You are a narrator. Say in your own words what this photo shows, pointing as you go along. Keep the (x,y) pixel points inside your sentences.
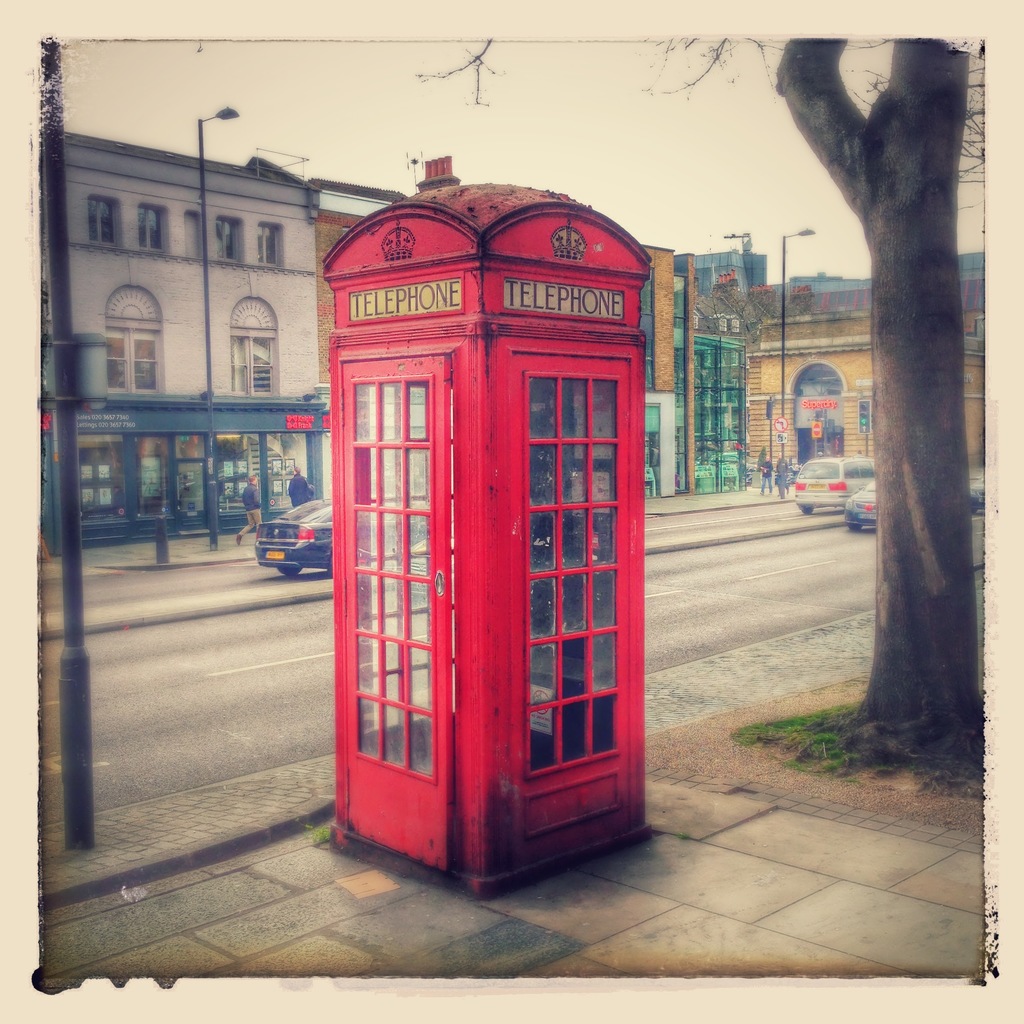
in this picture we can see a telephone booth (513,608) here, in the background (717,417) there are some buildings (692,337), we can see poles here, there are some vehicles (855,509) traveling on the road (793,509), we can see people (787,475) walking here, on the right side (904,466) there is a tree (903,509) we can see the sky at the top of the picture (603,131).
